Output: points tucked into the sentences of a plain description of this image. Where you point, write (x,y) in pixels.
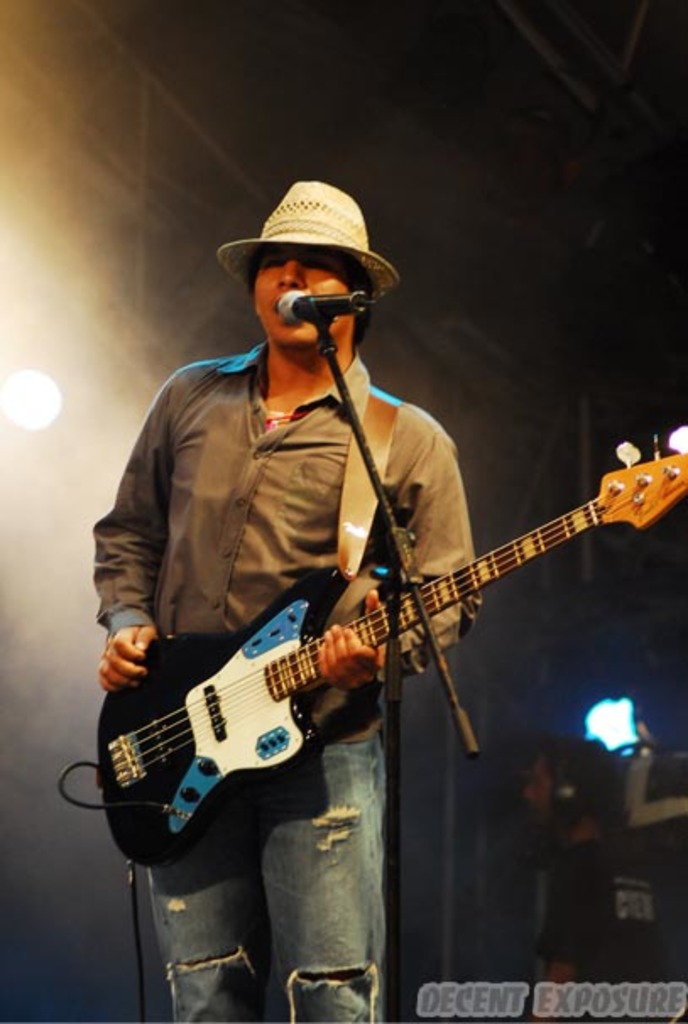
He is standing. He is playing a guitar (265,688). He is wearing a hat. On the right side (555,816) the person (551,763) is there.
